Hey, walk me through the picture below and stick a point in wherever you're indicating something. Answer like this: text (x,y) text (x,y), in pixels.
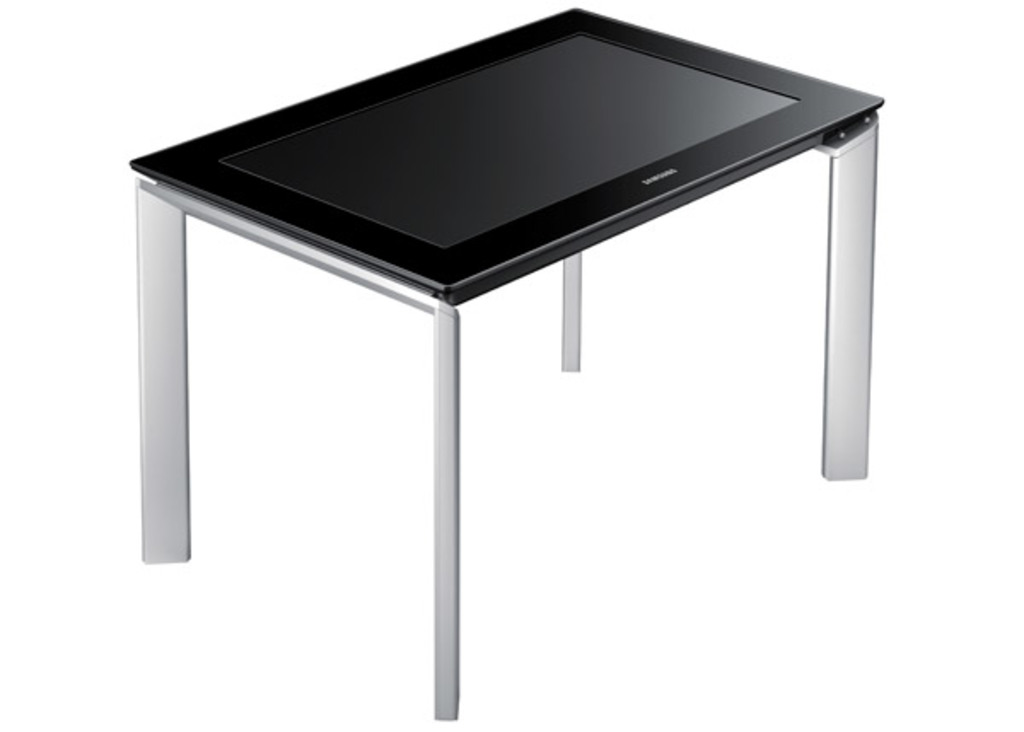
In this image there is a television (586,230) on a stand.
